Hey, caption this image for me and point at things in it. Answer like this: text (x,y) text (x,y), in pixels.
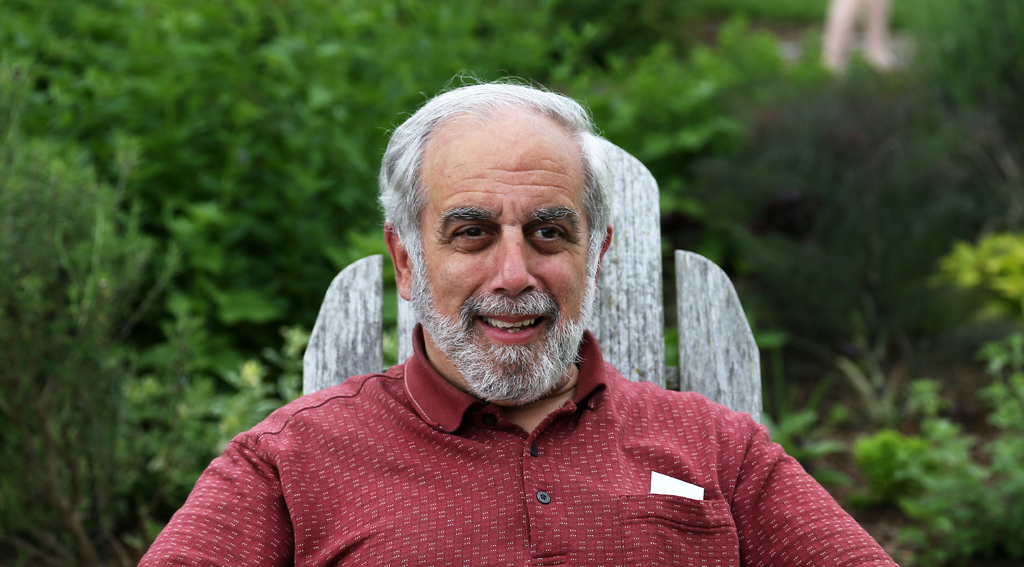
In this picture I can see a man (513,320) in front (528,338) who is wearing a shirt (407,474) and I see a wooden thing (622,222) behind him. In the background (172,182) I can see the plants (785,239).
